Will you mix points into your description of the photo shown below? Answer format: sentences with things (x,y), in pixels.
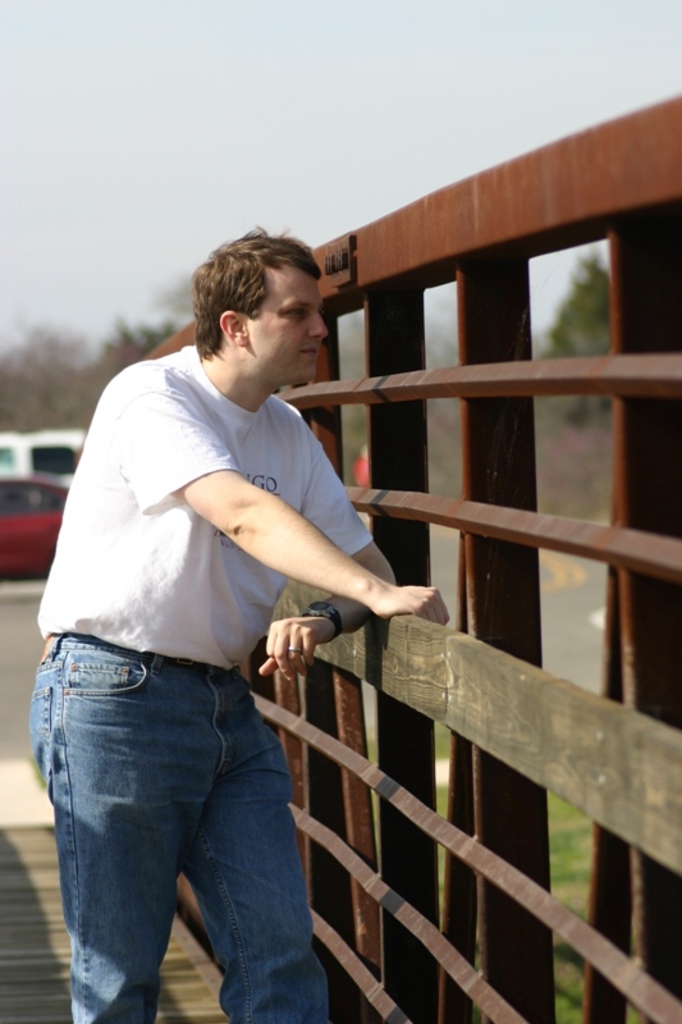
In this image we can see a person (280,547). Beside the person (419,587) we can see a fencing (404,765). Behind the person (302,655) we can see a group of trees (143,344), vehicles (59,494) and the grass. At the top (298,96) we can see the sky (188,90).
